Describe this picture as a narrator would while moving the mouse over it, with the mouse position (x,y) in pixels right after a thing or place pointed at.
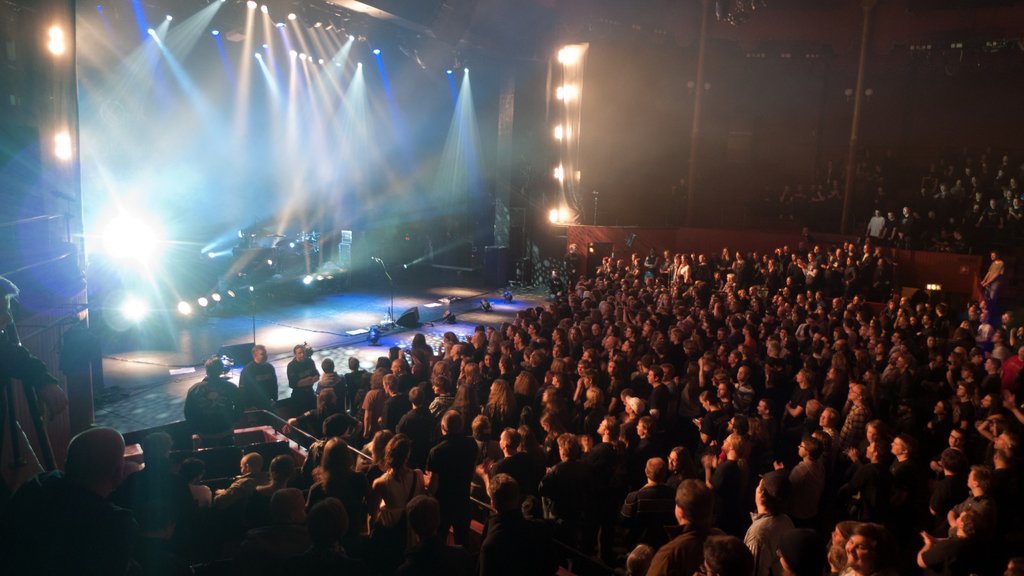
This image consists of so many people (485,392), who are standing. There are lights (350,40) at the top (360,125). There is a stage (347,279) on the left side (317,323). On that there are musical instruments (317,234), mikes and lights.
